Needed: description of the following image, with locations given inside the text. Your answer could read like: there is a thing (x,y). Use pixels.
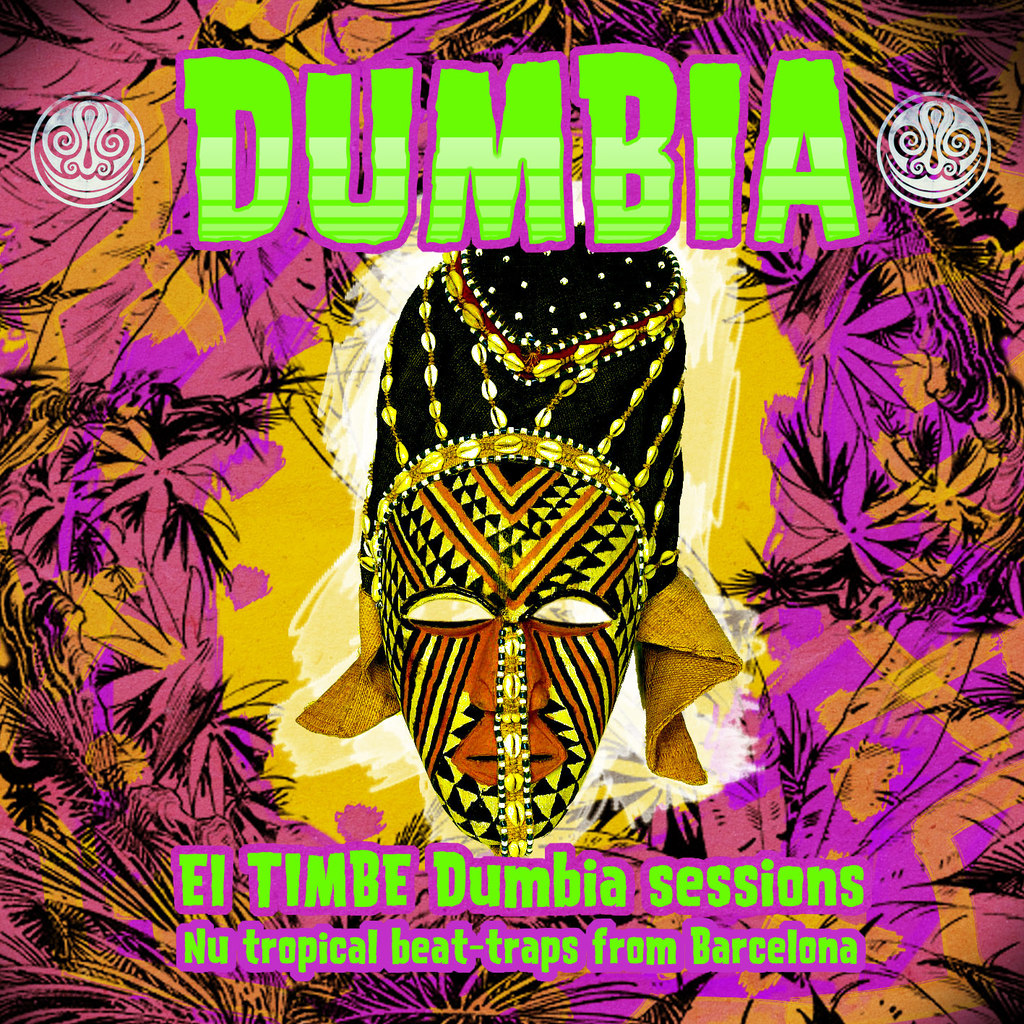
In the picture I can see painting (450,684) of a mask (509,623), leaves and some other things (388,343). I can also see something written on the image.
